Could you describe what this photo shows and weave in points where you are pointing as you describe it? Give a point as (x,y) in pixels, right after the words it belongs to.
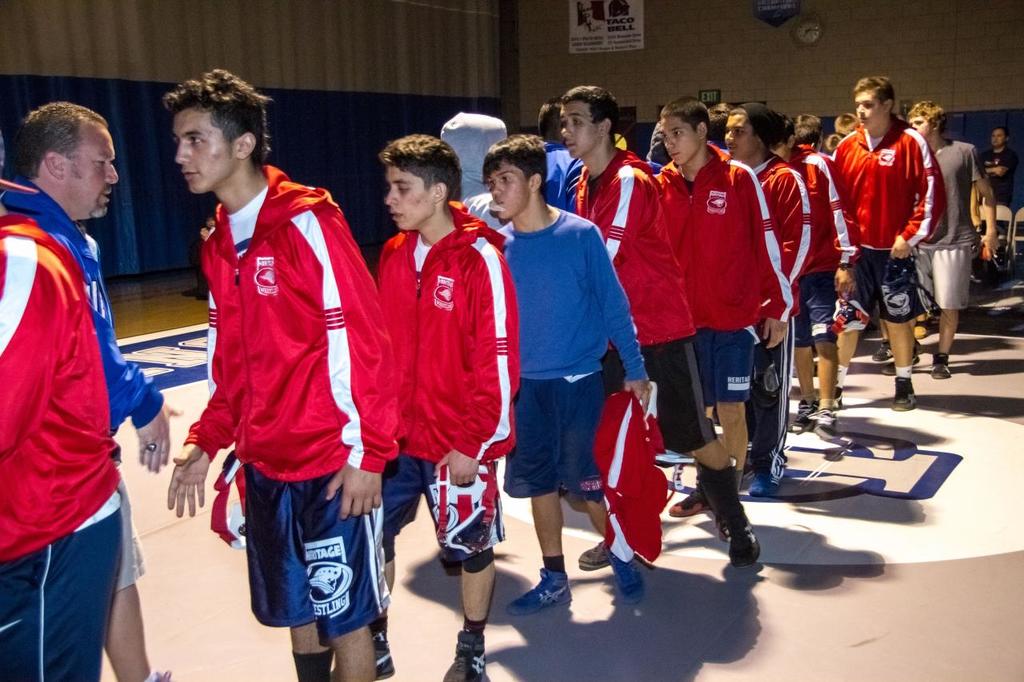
In this picture we can see a group of people (768,419) on the ground (775,542) and in the background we can see a wall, clock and some objects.
